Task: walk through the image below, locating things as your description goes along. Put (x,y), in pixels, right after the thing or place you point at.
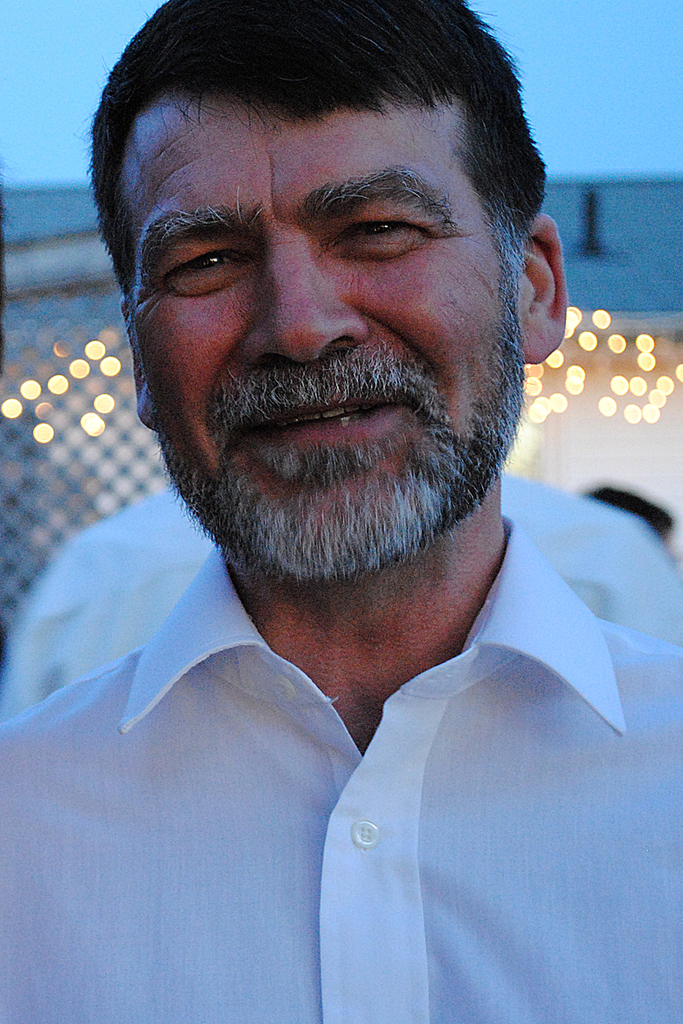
In this image I see a man (413,318) who is wearing white shirt (206,684) and I see that he is smiling. In the background (75,23) I see the lights (586,378) and the sky (104,39) and I see that it is blurred in the background (563,212) and I see another person (208,551) over here.
